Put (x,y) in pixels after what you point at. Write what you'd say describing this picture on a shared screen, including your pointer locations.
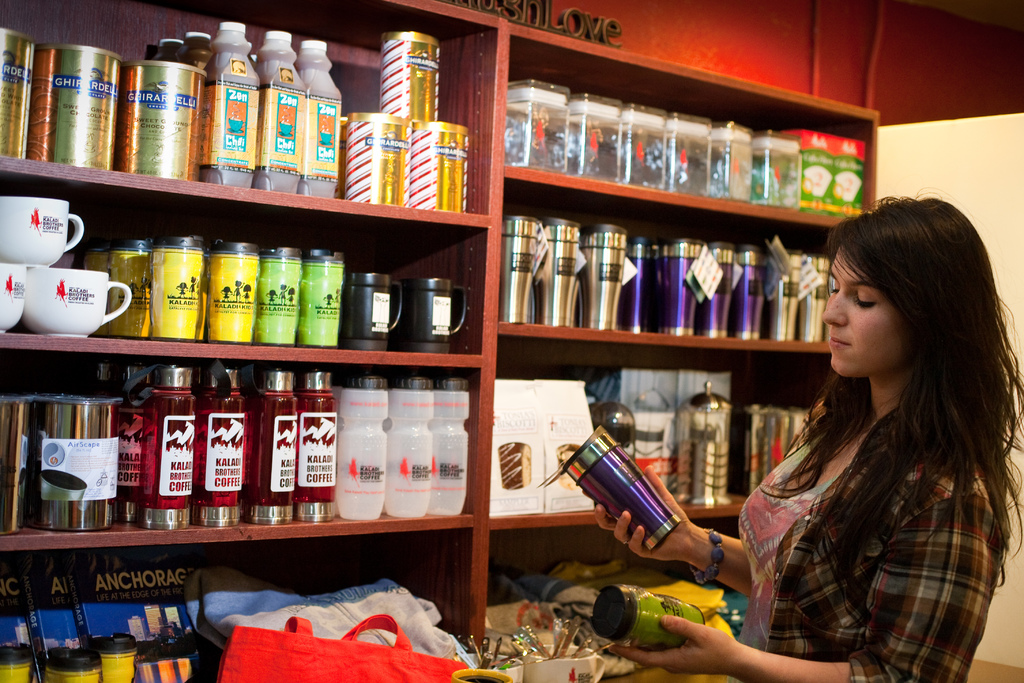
In this image I see a woman (724,548) who is holding the can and a jar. In the background (578,557) I see rack (476,600) full of jars (5,148), bottles (307,184), cups (40,209) and few things (423,682).
